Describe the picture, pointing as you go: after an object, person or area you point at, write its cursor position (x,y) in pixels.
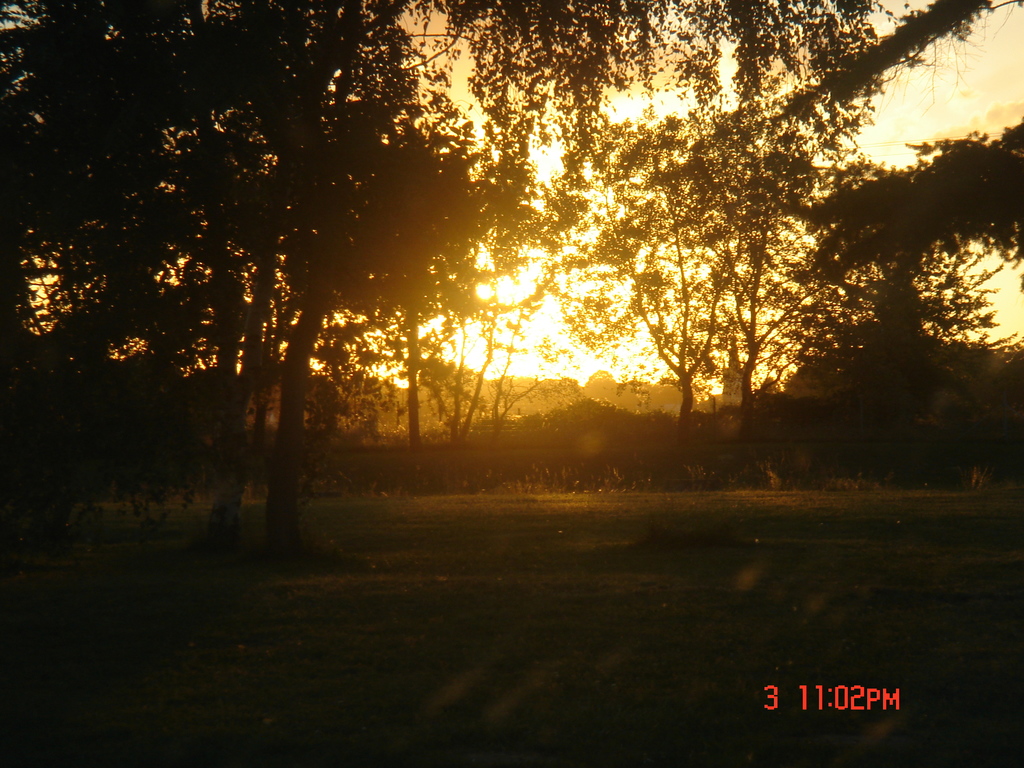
In this image we can see a grassy land (438,717). There are many trees (851,259) and plants (595,417) in the image. There is a sky (939,121) in the image.
